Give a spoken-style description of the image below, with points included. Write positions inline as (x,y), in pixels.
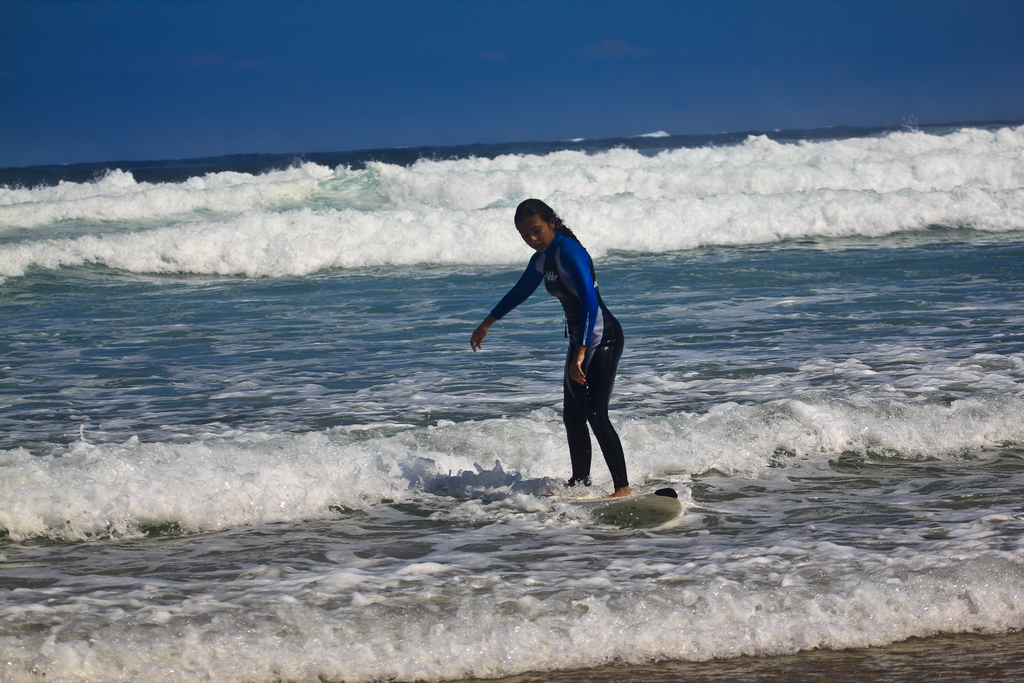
In this picture there is a woman (570,439) surfing on the water (529,438). At the top (480,77) there is sky (416,71). At the bottom (454,466) there is water (698,402) and sand (929,666).
